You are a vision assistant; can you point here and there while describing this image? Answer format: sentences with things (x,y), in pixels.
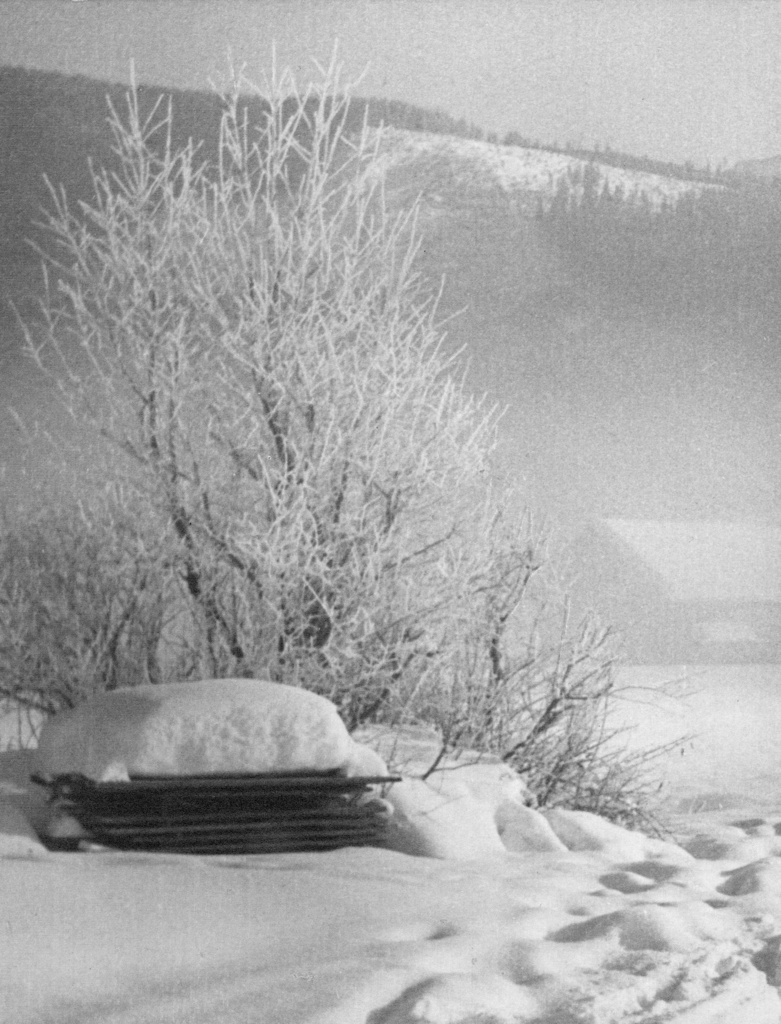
In this picture we can see snow (765,972) covered to the trees (284,337), house (734,650) and this bench (280,851). In the background (44,118) we can see mountain (56,145) and many trees (631,198). On the top (722,77) we can see sky (479,8) and clouds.
